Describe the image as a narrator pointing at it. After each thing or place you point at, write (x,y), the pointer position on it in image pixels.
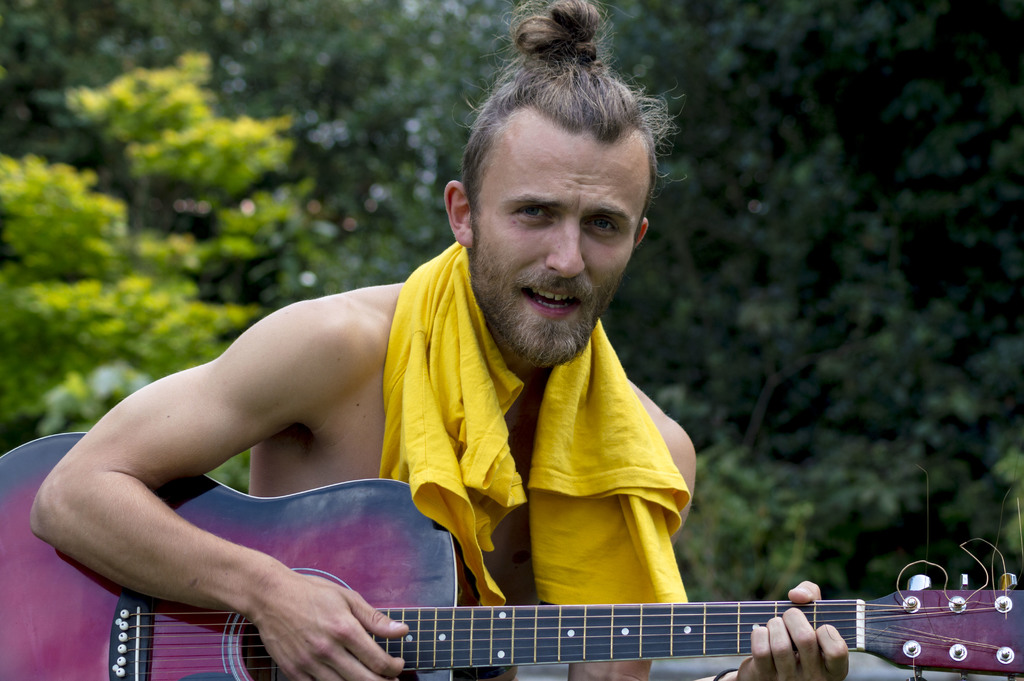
This is a picture of a man (293,603) wearing a cloth (420,418) and holding a guitar (351,577). Behind the man (507,351) there are trees (752,192).
